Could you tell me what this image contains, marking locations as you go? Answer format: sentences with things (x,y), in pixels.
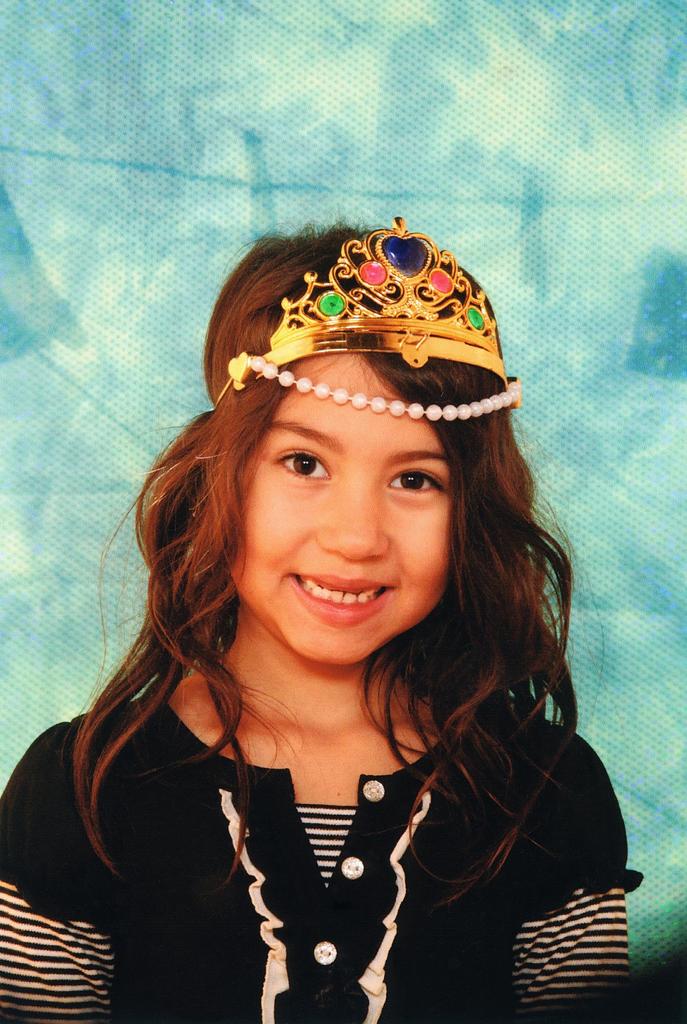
There is a girl (283,520) wearing crown (293,381) is smiling. In the background (394,198) it is blue color.
